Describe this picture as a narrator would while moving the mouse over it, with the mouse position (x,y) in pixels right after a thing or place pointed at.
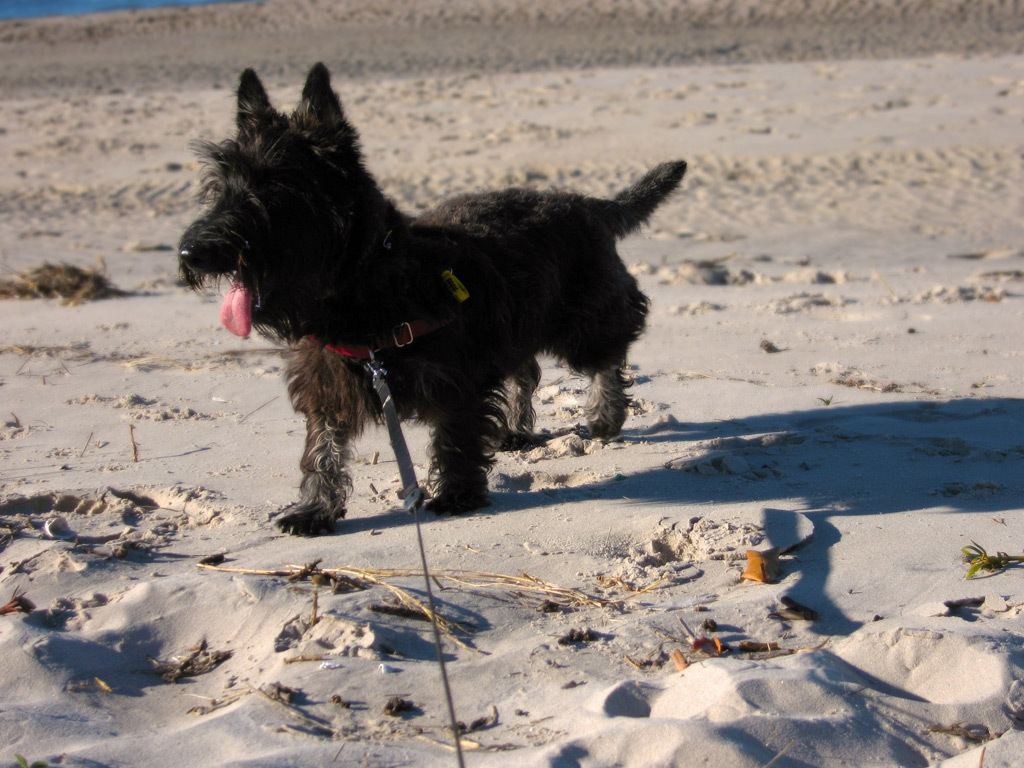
In this image we can see a dog (365,333) with neck band (396,333) and leash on the ground (529,511).
